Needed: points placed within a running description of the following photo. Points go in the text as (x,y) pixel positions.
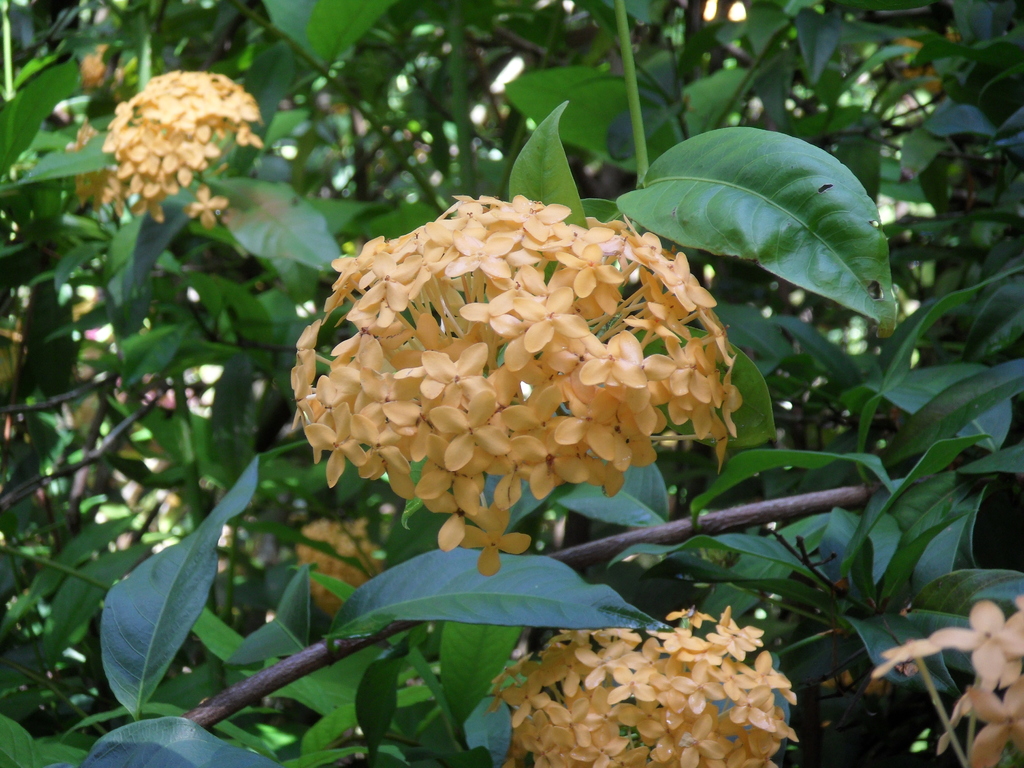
In this image there are flowers (510,379), leaves (880,276) and branches (802,504).
